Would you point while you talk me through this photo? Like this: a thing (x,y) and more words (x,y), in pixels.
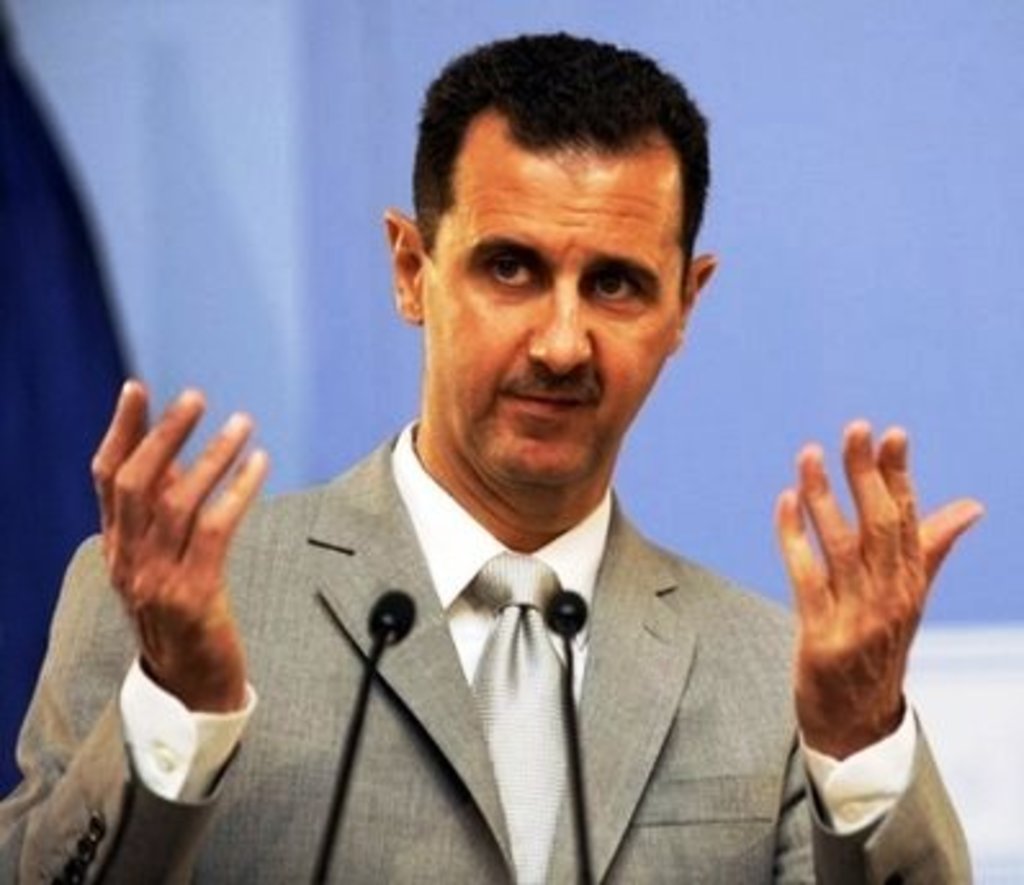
In this image I can see a man (538,533) wearing suit (265,625), looking at the left side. In front of this man (477,672) I can see two microphones (566,639). The background (148,220) is blurred.
